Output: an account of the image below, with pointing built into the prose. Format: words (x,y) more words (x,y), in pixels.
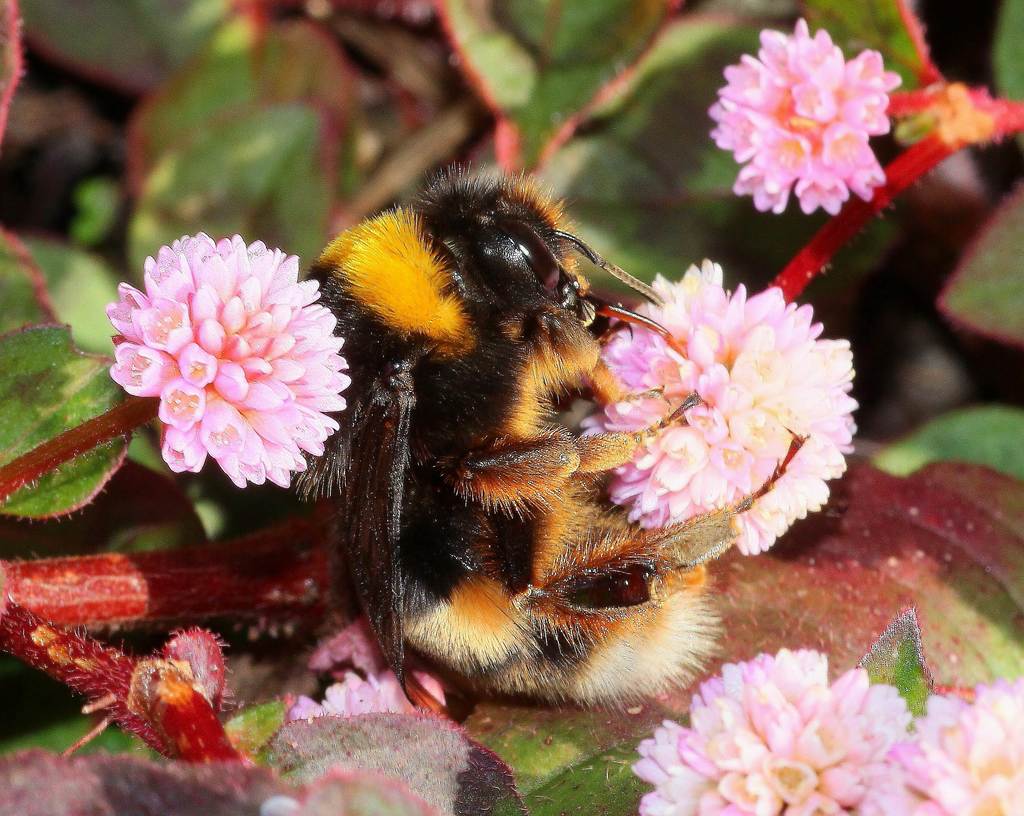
In this image I can see an insect (544,503), flowers (221,354), leaves (647,206) and stems (874,208). In the background of the image (377,165) it is blurry.
